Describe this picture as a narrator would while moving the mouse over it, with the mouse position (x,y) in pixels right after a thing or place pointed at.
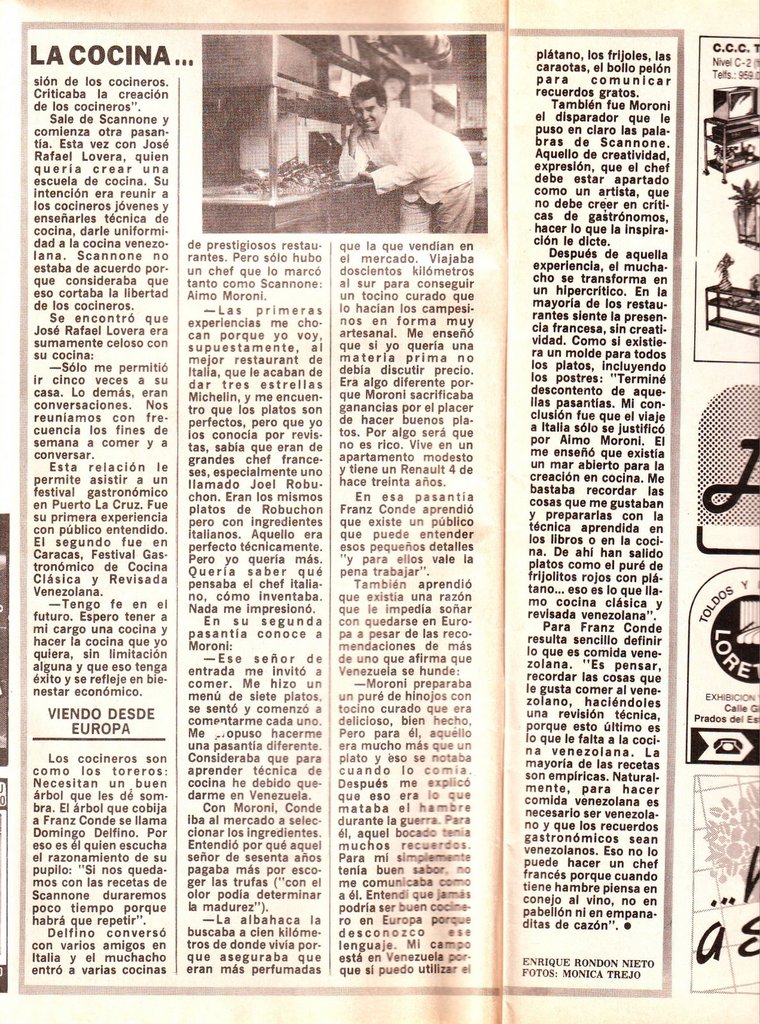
In this picture I can see a newspaper (393,774) with some text (273,398) and I can see a man (408,163) and few pictures (699,545) on the right side of the paper (218,837).
